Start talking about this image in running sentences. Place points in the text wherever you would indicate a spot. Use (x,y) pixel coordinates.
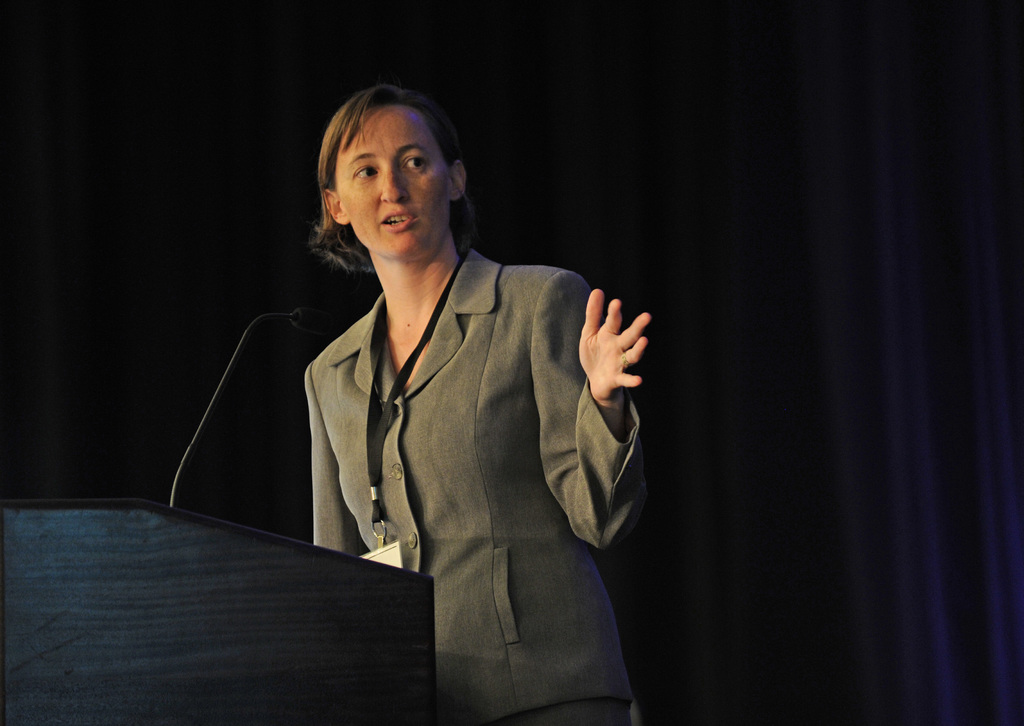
The woman (549,290) in the middle of the picture (448,314) wearing a grey blazer (479,491) and ID card (392,392) is talking on the microphone (176,474). In front of her, we see a podium (275,579) on which microphone (316,317) is placed. In the background (656,387), it is black in color.
